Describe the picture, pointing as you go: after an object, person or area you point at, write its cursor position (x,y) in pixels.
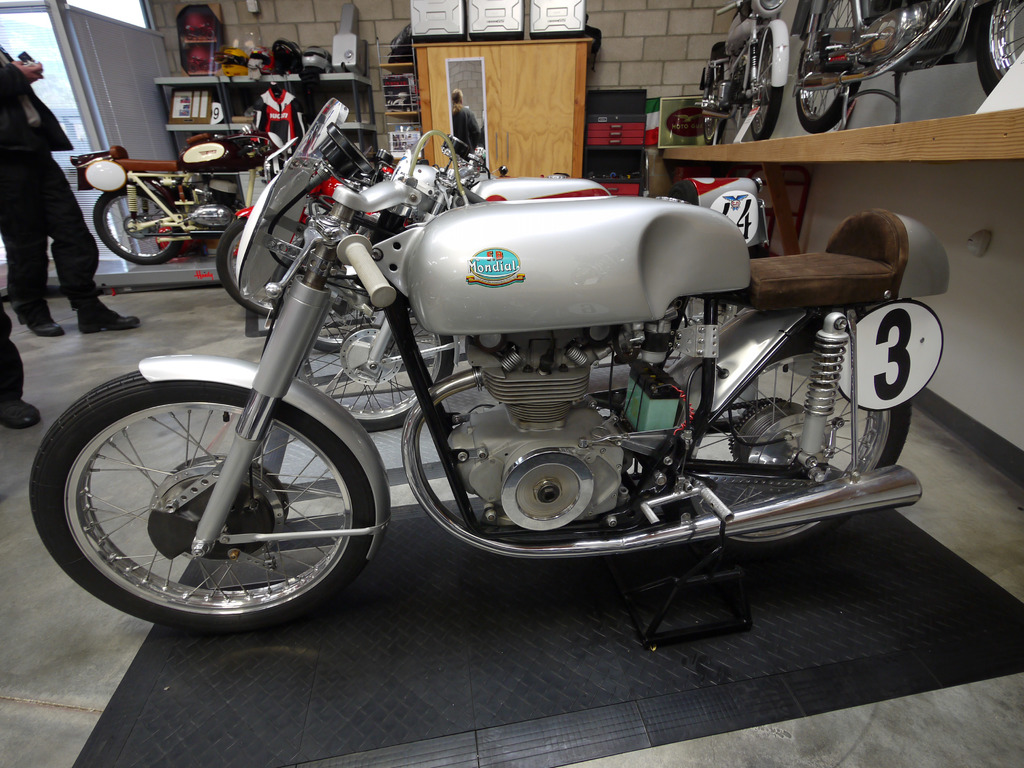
In the image there are different types of vehicles (551,215) in a showroom (865,199) and on the left side (48,198) there are two people (60,226), in the background (177,3) there is a wall (165,12) and in front of the wall (705,55) there are some objects (310,73) and a cabinet (499,80).
